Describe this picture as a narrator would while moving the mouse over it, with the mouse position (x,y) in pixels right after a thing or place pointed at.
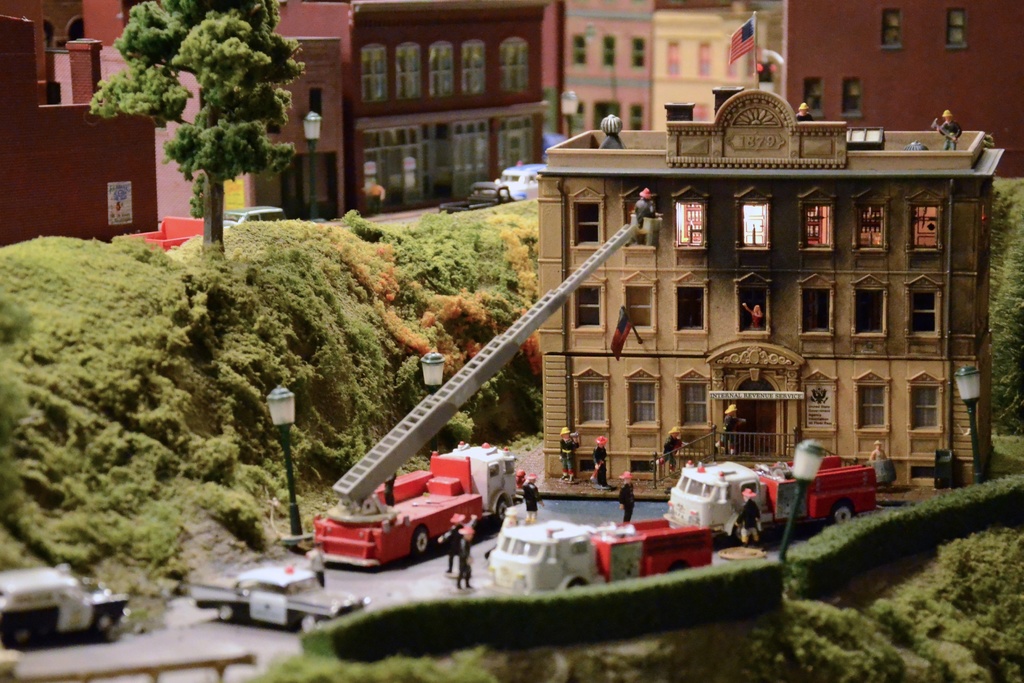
It is a project and there are pictures of a building (703,388) and there are some vehicles (394,515) in front of the building (609,363) and the workers (597,451) are working on the building (650,390), there are a lot of trees (358,370) and grass (397,310) around the building (684,344), there are many other buildings (362,121) around the building (673,110).
